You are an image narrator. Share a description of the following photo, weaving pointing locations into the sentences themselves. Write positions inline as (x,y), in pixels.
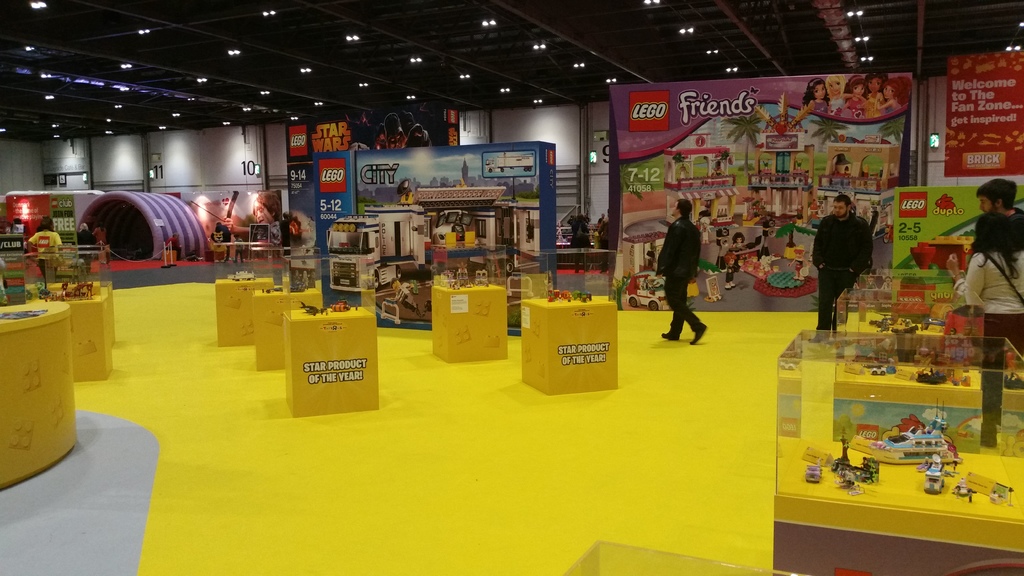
In this image we can see a group of toys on the tables (603,366) which are placed on the floor (435,471). We can also see some people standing beside them. On the backside (516,274) we can see some boards (323,242) with the pictures (444,238) and text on it, a tent (193,222), poles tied with ropes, lights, a wall (74,163) with some numbers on it and a roof (455,75) with some ceiling lights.
